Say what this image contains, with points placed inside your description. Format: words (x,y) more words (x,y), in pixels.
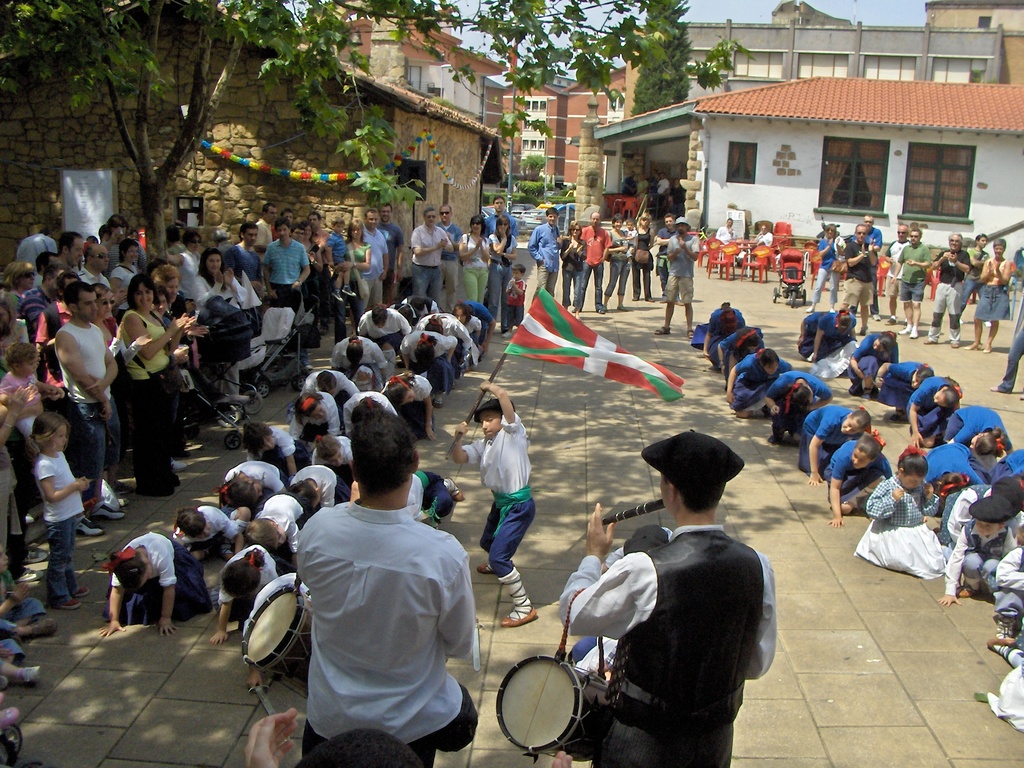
The group of people (256,262) are watching the children's (382,345) who sat on their knees (793,412) and there is a kid (497,455) who is wearing a white shirt (509,446) is waving a flag (533,341) and there a person (659,573) who is wearing white and black shirt (654,580) is playing music and there are buildings (565,131) in the background (552,144).
